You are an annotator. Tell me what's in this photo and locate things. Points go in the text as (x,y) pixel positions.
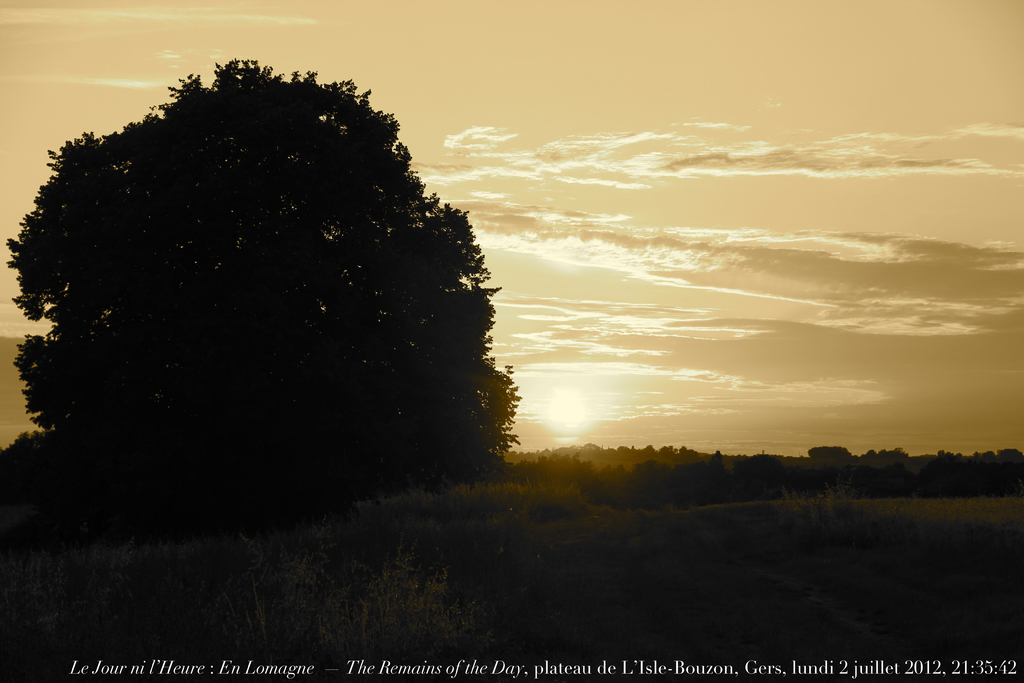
In this picture I can see the text (819,666) at the bottom (843,672), in the middle (387,294) there are trees (498,437), at the top (650,221) I can see the sky (601,441).
